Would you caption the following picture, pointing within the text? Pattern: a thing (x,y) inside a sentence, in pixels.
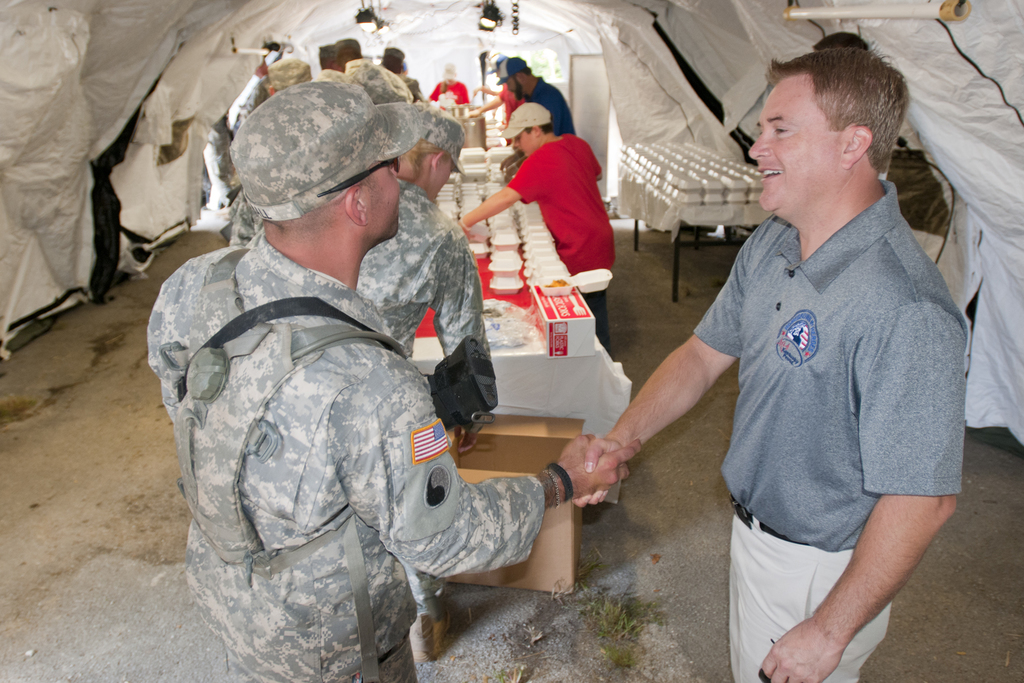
In this picture we can see 2 people (231,503) shaking hands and looking at each other. In the background (504,304), we see many things (491,318) kept on a table (510,354) and people (544,93) looking at them in a tent (687,103).
